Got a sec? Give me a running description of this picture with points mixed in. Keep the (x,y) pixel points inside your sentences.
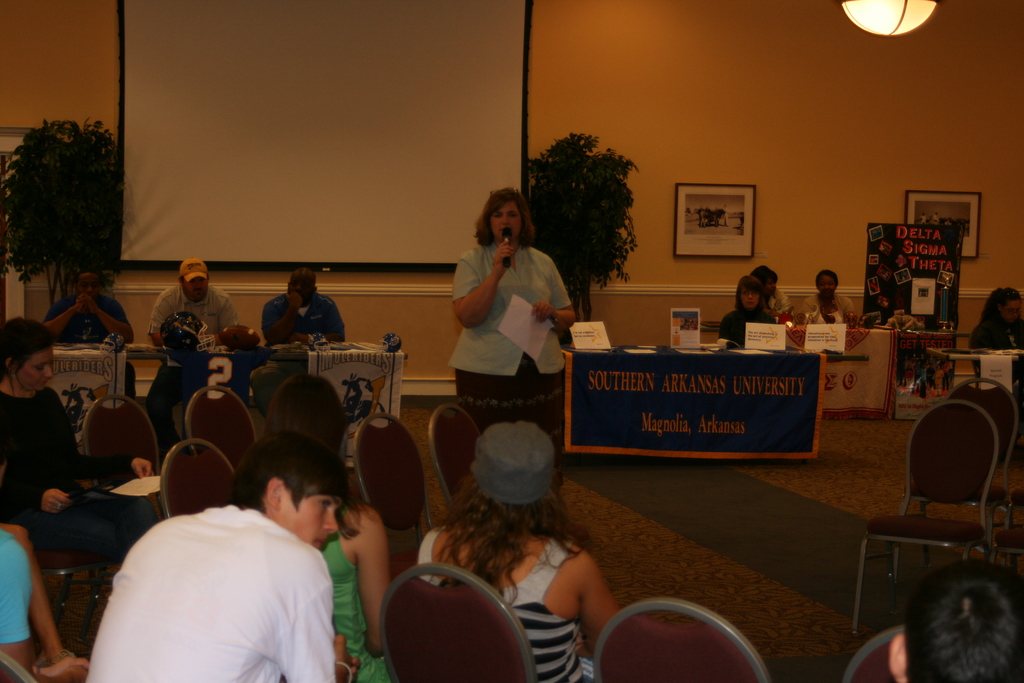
Some people (564,598) are listening to a woman (513,279) with a mic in her hand (502,263) and few people (825,285) in her background (769,288).
